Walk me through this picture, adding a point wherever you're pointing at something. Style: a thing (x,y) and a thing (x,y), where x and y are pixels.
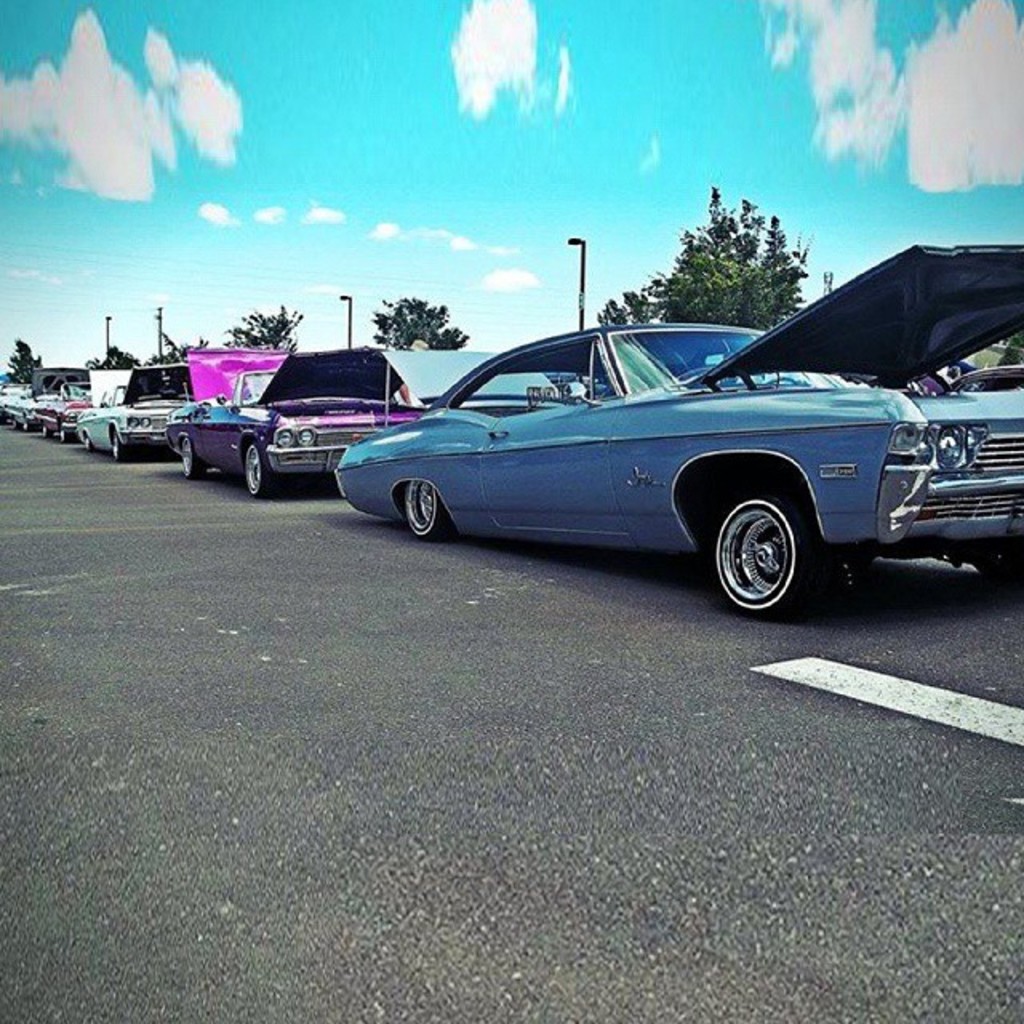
In this image we can see some vehicles (492,472) parked on the road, four poles (107,317) with lights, one object (825,292) looks like a pole (825,277), one object (987,354) on the right side of the image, some trees (1011,348) on the ground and at the top (221,108) there is the cloudy sky (474,105).
